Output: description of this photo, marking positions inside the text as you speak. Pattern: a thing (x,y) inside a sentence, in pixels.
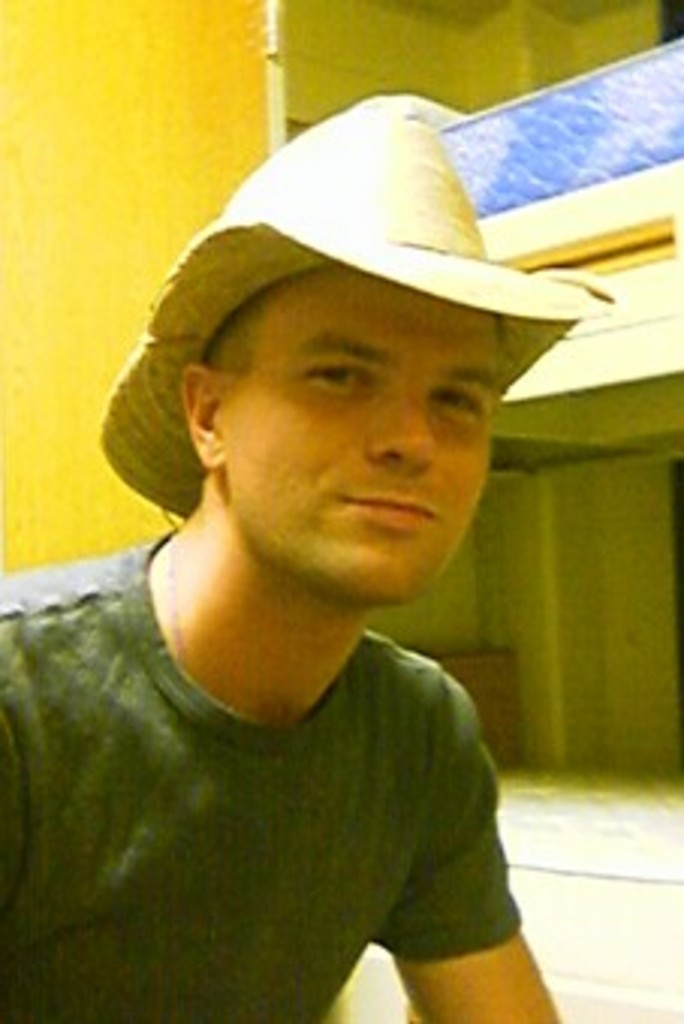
In this picture we can see a man (124,896) wore a hat (411,190), smiling and in the background (149,202) we can see the wall (156,128), some objects (560,388).
